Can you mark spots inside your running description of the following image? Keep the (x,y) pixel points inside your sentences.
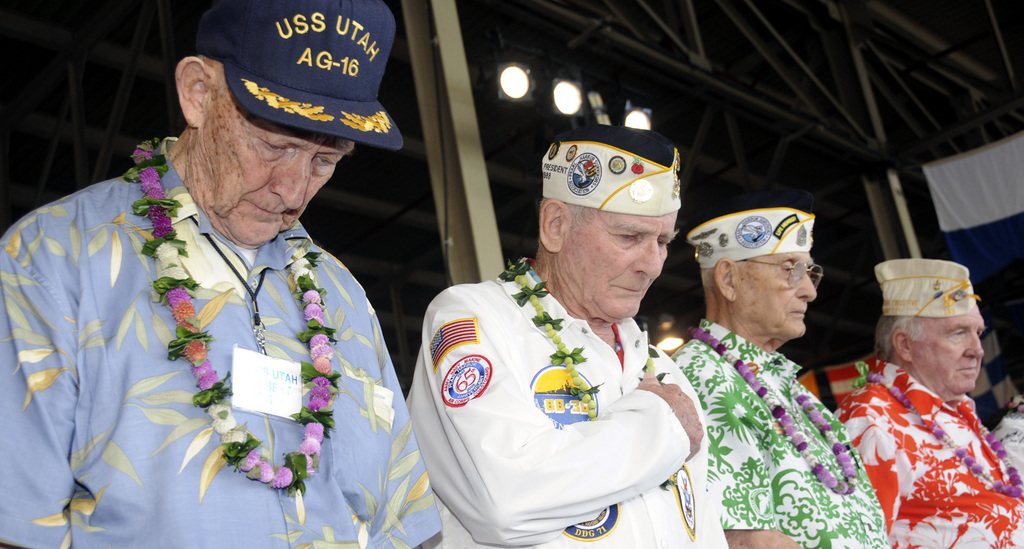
In this picture, we can see few people (835,430) with garlands (960,452), in the background (969,105) we can see lights (571,109), poles (470,100), and we can see some objects (981,199) on the right side of the picture (963,208).
